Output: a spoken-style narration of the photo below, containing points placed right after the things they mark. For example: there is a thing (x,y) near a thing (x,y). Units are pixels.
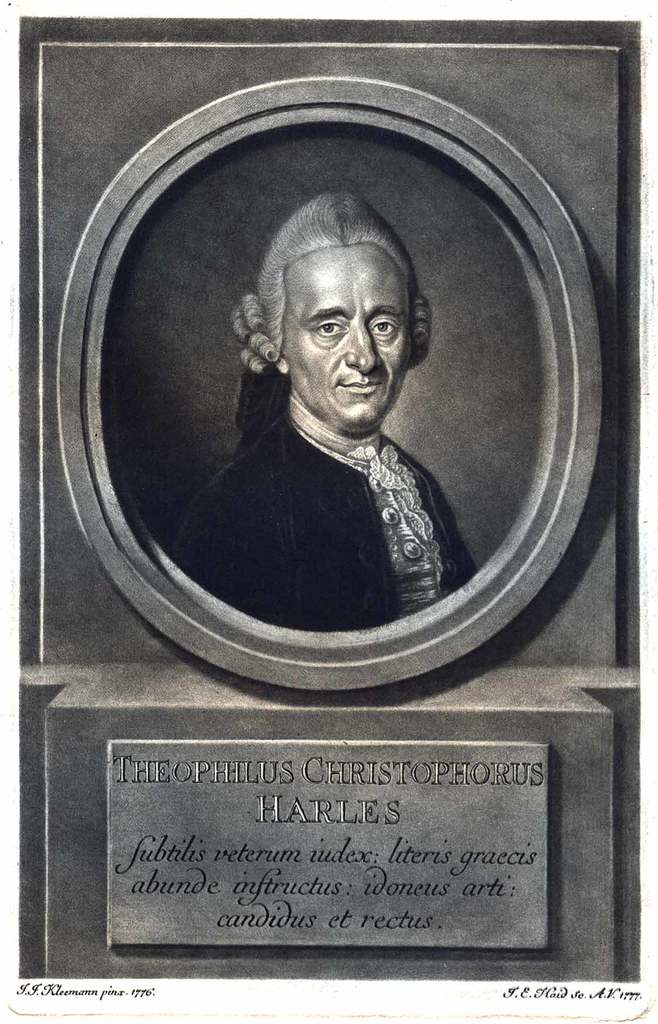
We can see portrait (172,270) of a man (350,197) on a wall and something written on a stone (307,866). At the bottom of the image (110,993) we can see some text (153,993).
